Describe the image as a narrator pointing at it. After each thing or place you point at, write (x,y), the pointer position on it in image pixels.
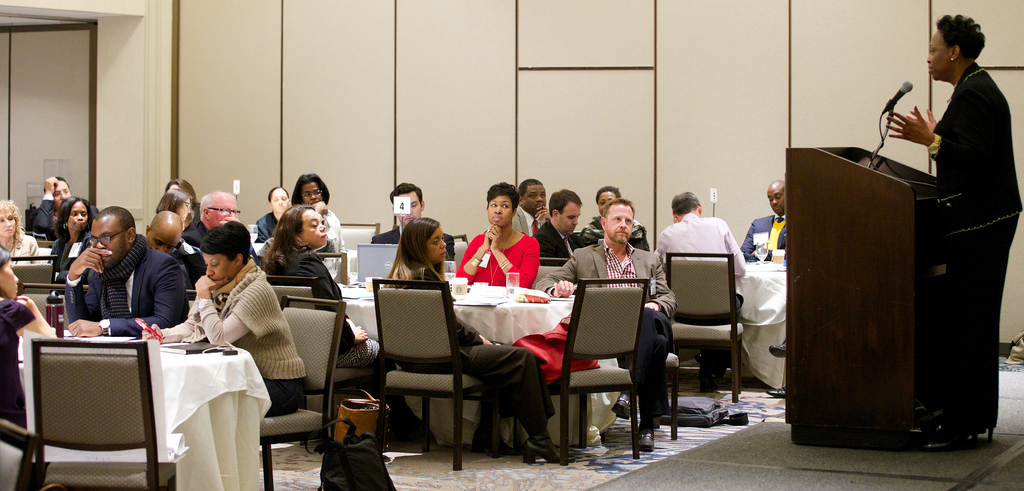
In this image i can see a group of people (101,248) sitting on chairs (346,232) with a table (491,309) in front of them, and to the right corner of the image (988,281) i can see a person (933,120) standing in front of a podium (920,252) with a microphone (903,93). In the background (857,91) i can see a wall (360,84) and a switch board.
